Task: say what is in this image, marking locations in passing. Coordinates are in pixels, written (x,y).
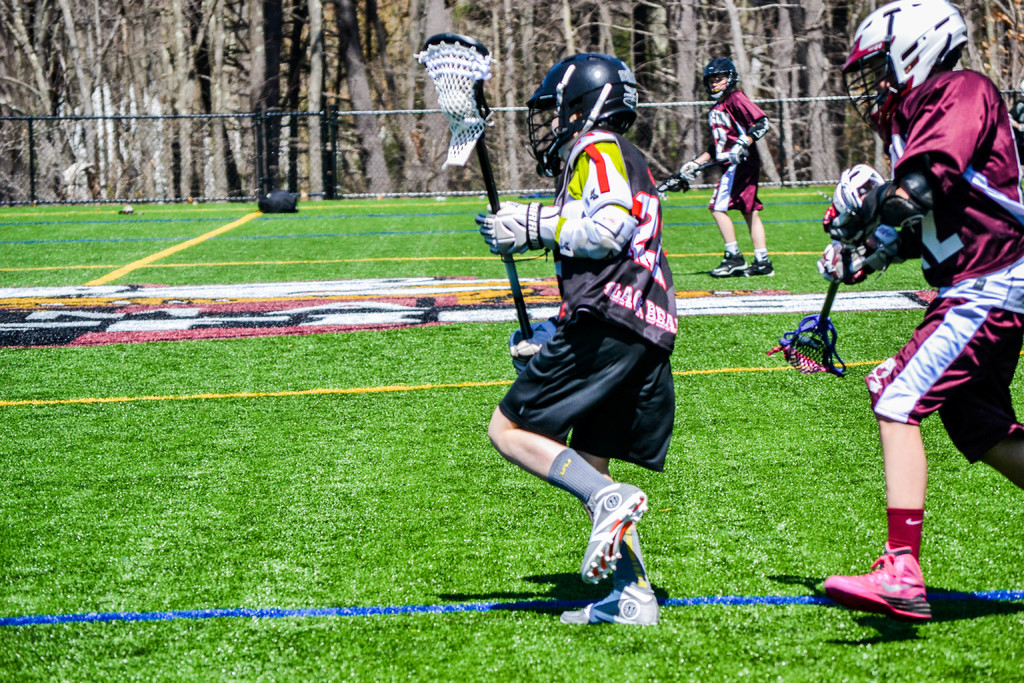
In this picture I can see three persons (706,160) playing and holding lacrosse sticks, there is fence (279,178), and in the background (386,66) there are trees (520,45).
